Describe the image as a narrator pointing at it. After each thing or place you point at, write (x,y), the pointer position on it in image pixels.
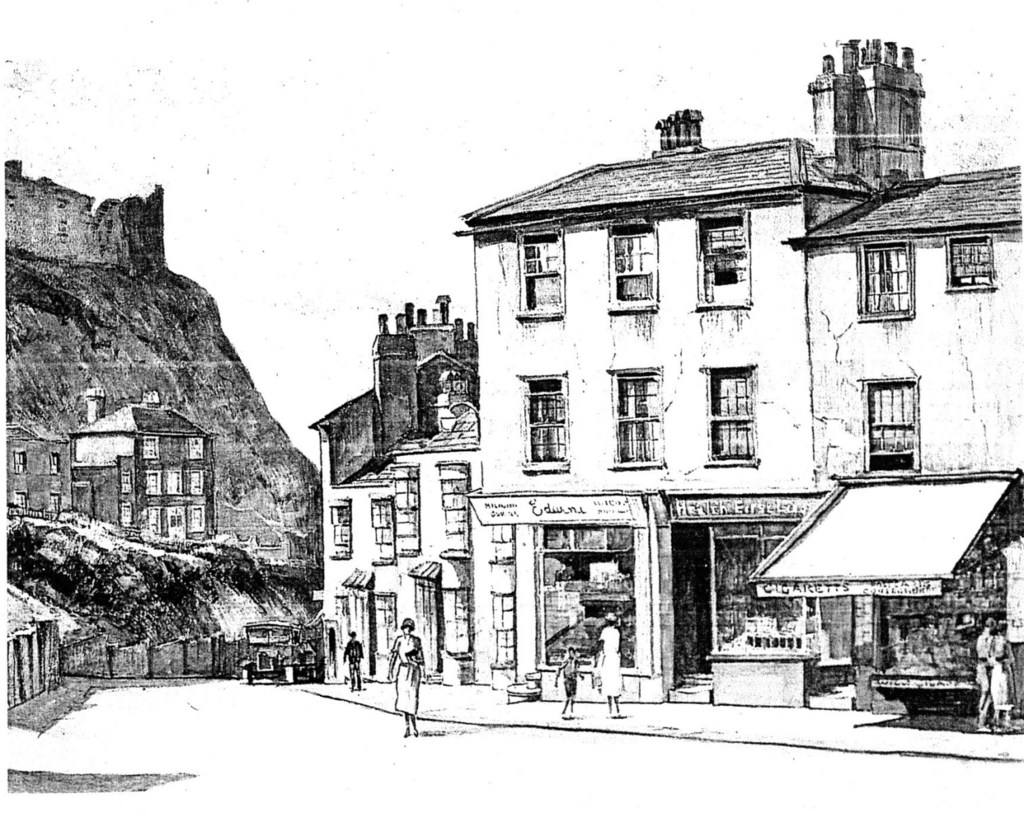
This is the painting image in which there are houses (151,515), persons (352,650) and there is a vehicle (271,677) and there is a fort (64,250).
